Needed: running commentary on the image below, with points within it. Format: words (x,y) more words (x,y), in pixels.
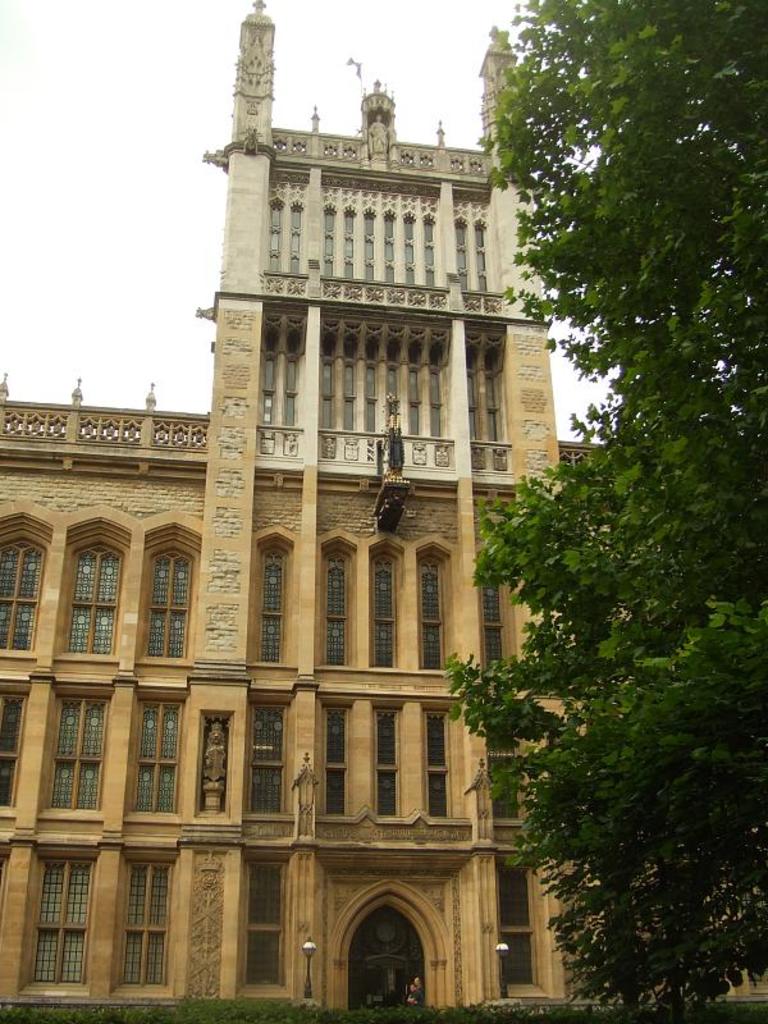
In this image, we can see a building (239,735) with glass windows (333,587), pillars (217,619), railing (44,437). Here we can see a sculpture (378,132). At the bottom of the image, there are two poles (307,986) with lights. Here there is a door (373,992), plants (532,1007), tree (638,843). Here we can see few people (416,997). Background (112,119) there is a sky (142,159).
